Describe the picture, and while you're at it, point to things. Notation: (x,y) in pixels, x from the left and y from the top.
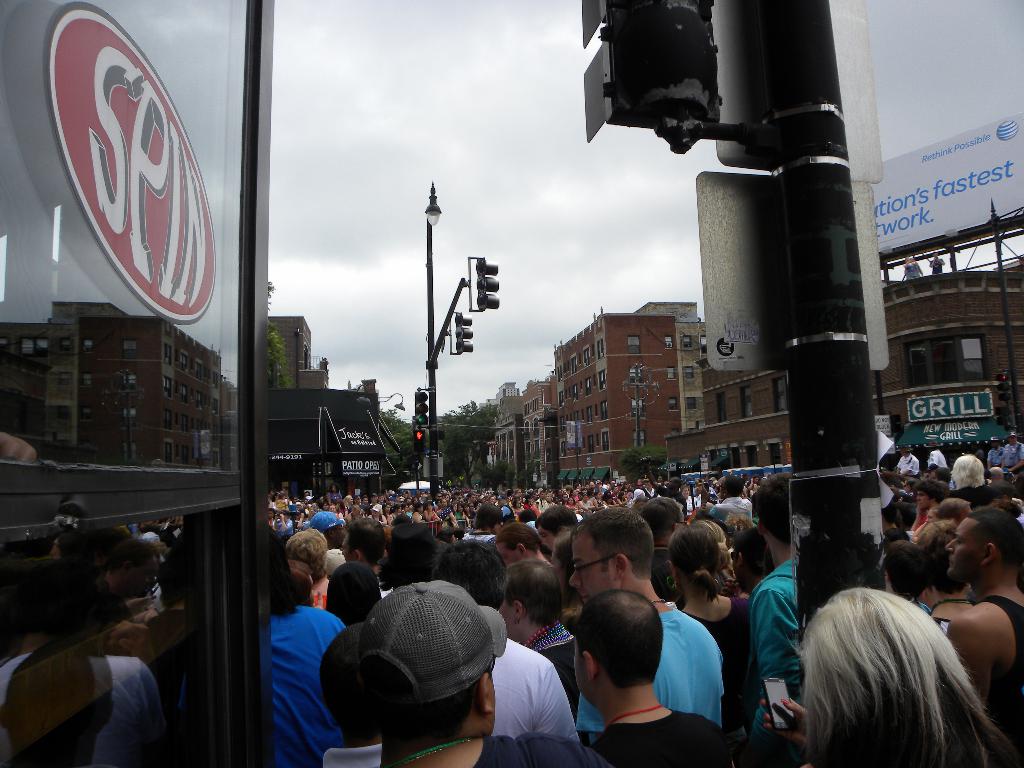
In this picture there are many people (344,528) standing on the road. In the front (106,681) there is a glass door (206,473) and street pole (809,386). Behind there is a brown color buildings (583,412) and street pole (447,335).
